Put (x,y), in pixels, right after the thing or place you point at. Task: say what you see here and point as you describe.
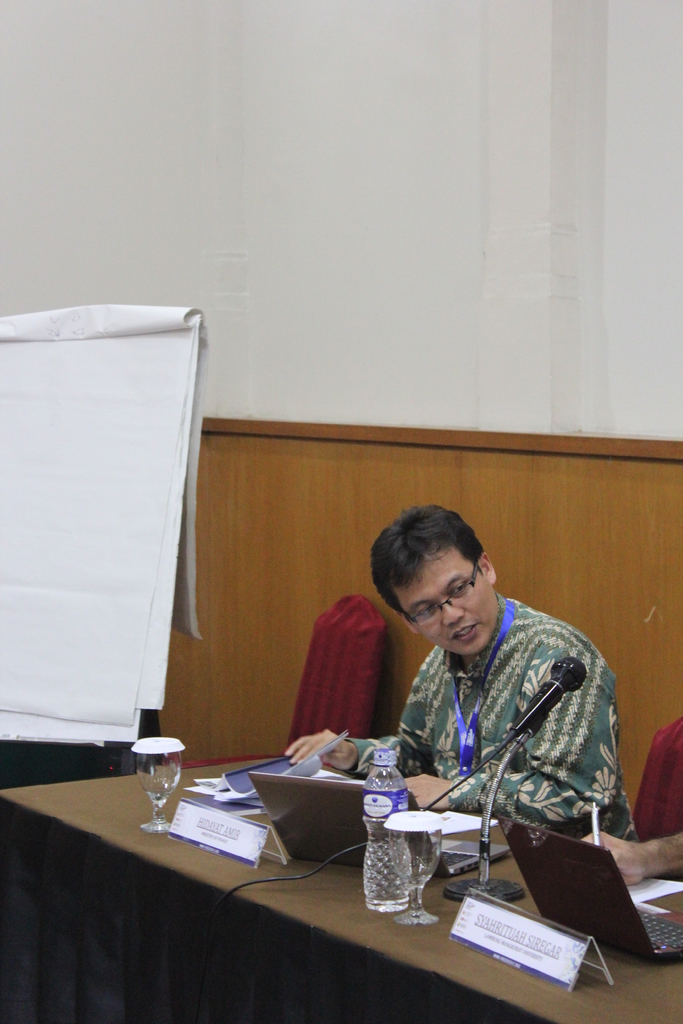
In this image we can see a person (438,728) sitting on the chair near the table (586,975). We can see books (225,796), glasses (156,785), bottle (370,782), name boards (509,938), mic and laptops (599,874) on the table (599,973). In the background (219,764) we can see chairs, board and wall (315,619).
